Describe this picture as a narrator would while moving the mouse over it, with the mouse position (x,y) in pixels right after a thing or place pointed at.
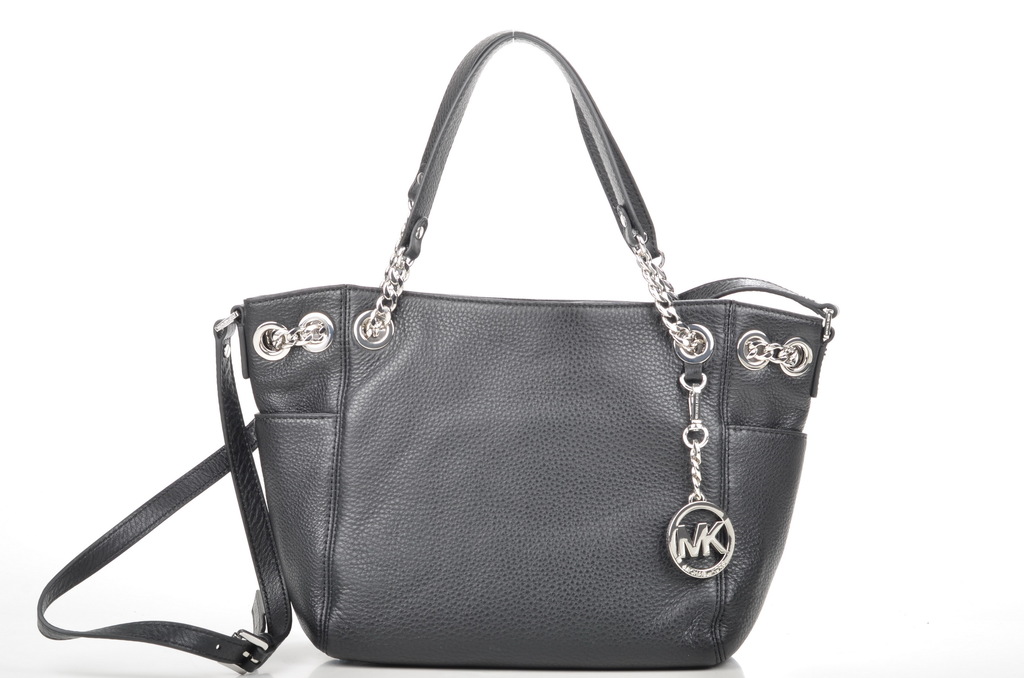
In this image we can see a handbag (474,539) which is in ash color.
